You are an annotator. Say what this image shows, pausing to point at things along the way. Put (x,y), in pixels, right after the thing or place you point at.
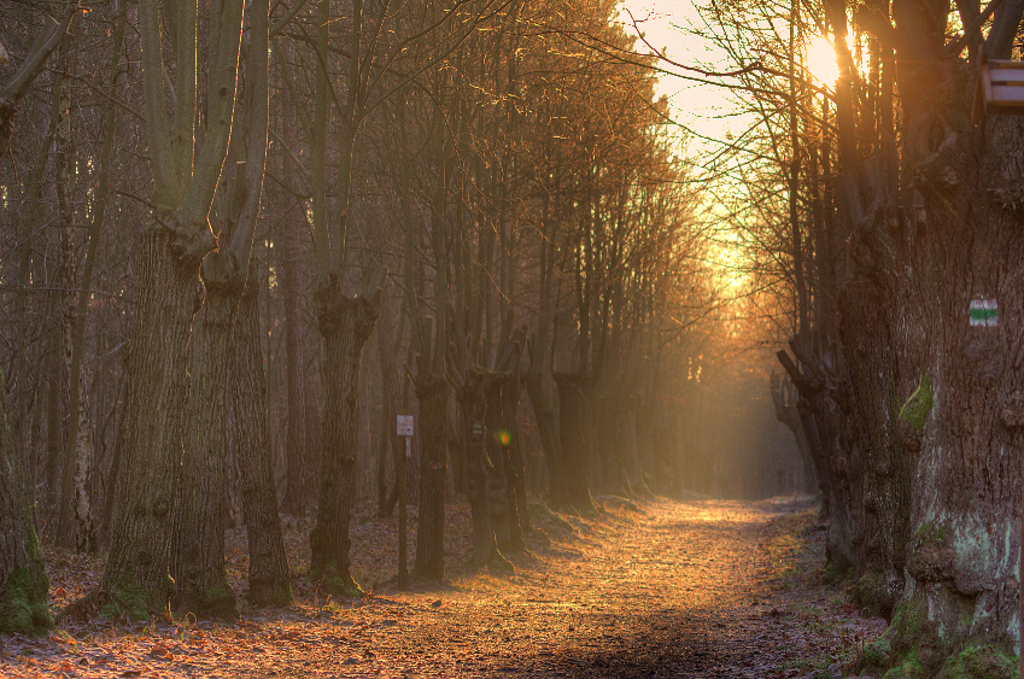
In this image I see the trees (522,369) and I see the path (541,666). In the background (769,44) I see the sky (711,163) and I see the sun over here.
